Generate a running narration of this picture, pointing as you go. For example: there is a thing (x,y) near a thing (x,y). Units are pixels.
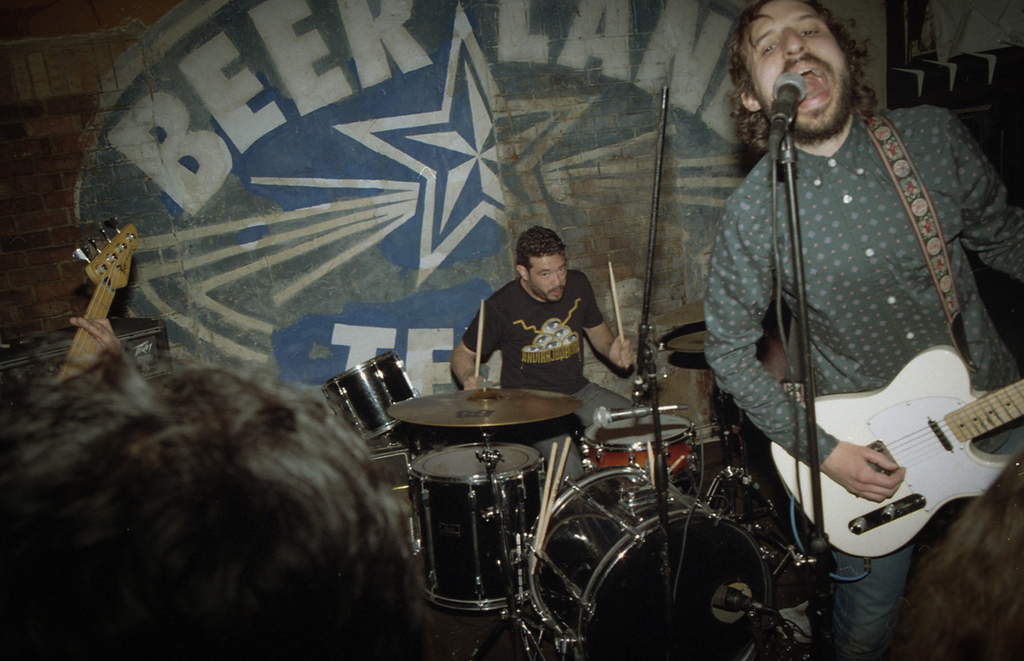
In this picture we can see a man (730,199) who is singing on the mike (779,117) and he is playing guitar (860,431). Here we can see a man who is playing drums (475,452). On the background (421,173) there is a wall (299,113).
